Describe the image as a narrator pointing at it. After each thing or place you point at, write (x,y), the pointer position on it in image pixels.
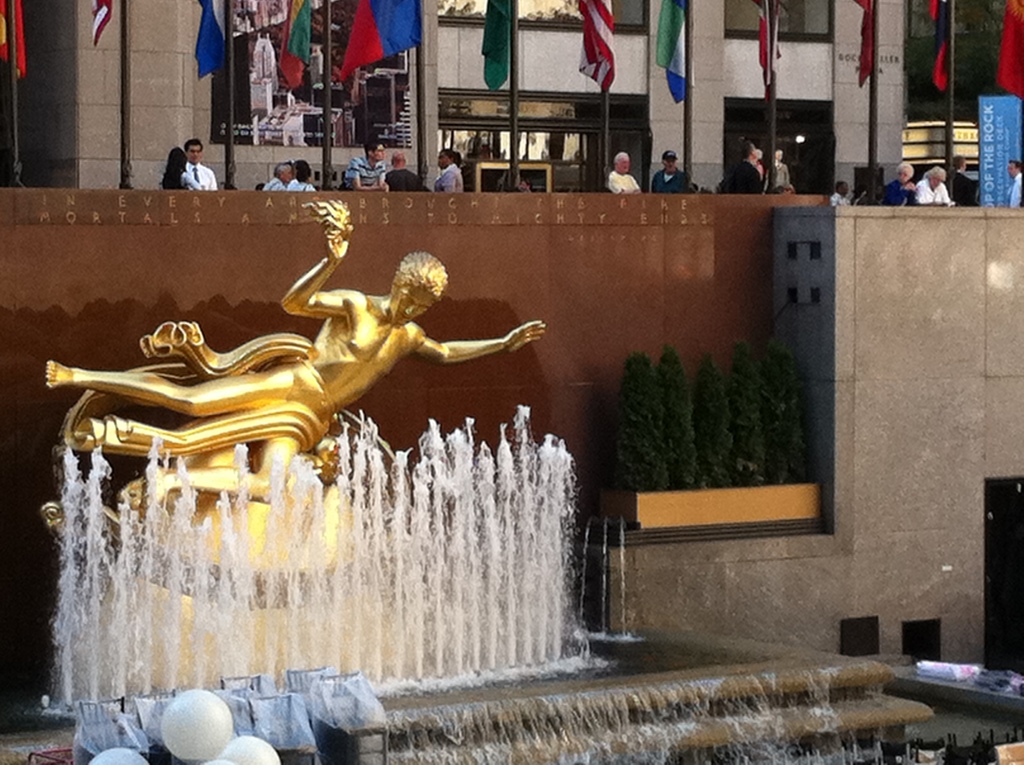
There are fountains (468,484) and sculpture (287,414) in the foreground of the image (378,425), it seems like balloons (189,748), other objects (365,723) and stairs (593,704) at the bottom side (590,734). There are plants (683,381), people (378,160), flags (494,37), building (738,57), poster (991,111) and a wall (808,241) in the background area (833,174).
